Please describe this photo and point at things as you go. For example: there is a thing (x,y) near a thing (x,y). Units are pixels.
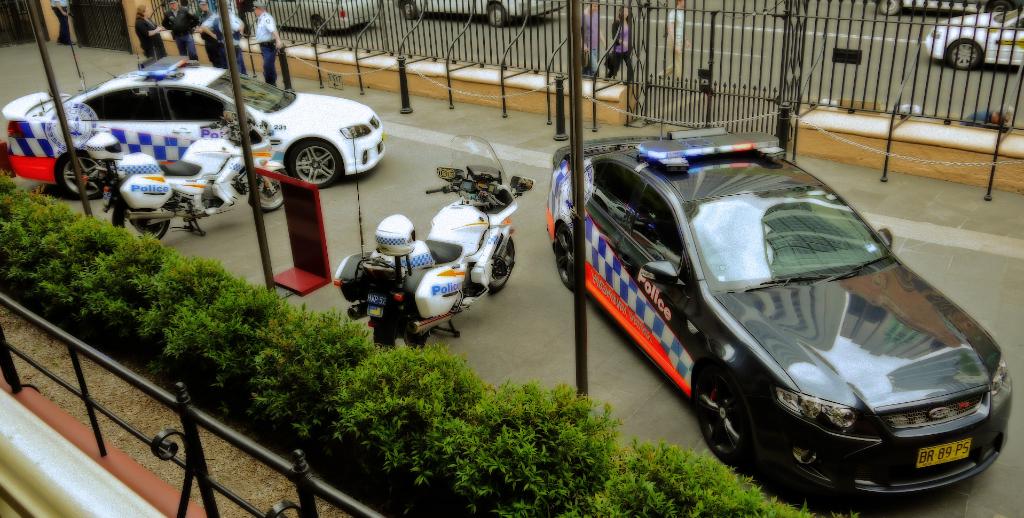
On the right (774,238) there is a police car (657,204) which is near to the white color bike (486,256). On the left (21,146) we can see a white car (349,100) and bike (144,208) which is near to the persons (232,5). On the top (621,62) there is a woman (608,61) who is wearing t-shirt (624,45), jacket (619,39) and jeans (620,58). Besides her we can see a person (592,38) who is wearing t-shirt (592,28) and jeans (592,55). Both of them are walking on the street (605,45). On the top right corner (971,50) we can see vehicles (957,48) which is on the road (868,42). Here we can see a gate (752,76) and fencing (849,73). On the bottom (536,405) we can see plants (472,502).
